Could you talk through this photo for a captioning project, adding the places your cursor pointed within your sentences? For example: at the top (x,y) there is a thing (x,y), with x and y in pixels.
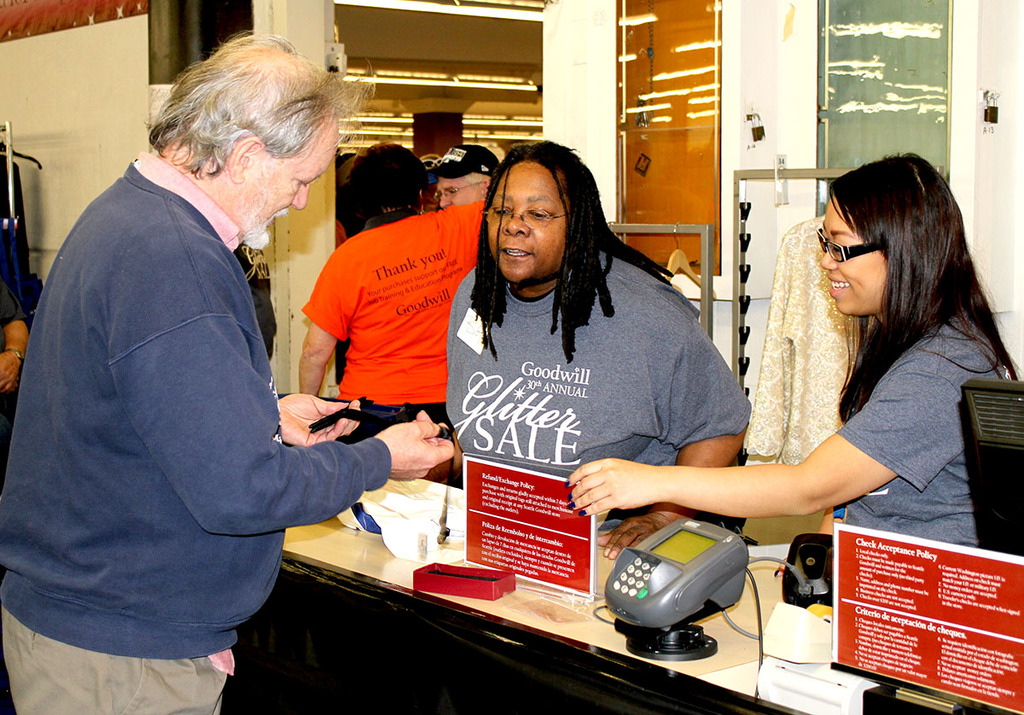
In this image i can see many people (729,480) are standing, on the right side (684,525) there is a machine (742,566) on the table (595,637).
